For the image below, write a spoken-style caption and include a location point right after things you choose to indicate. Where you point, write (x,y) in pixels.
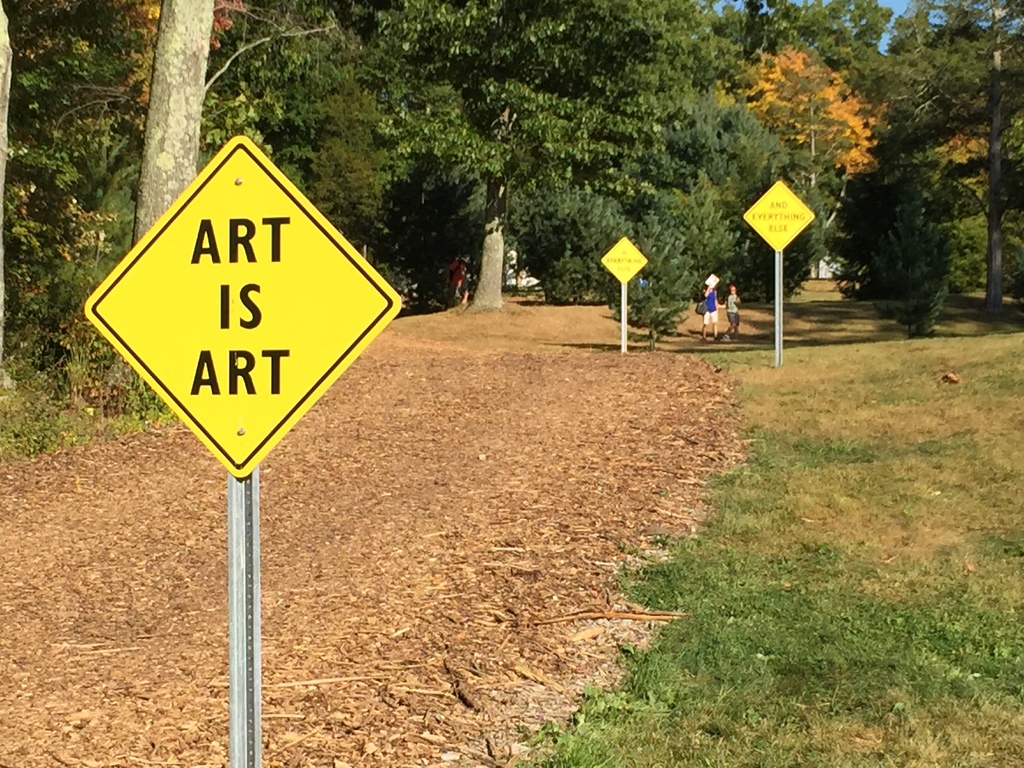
In this image in front (882,560) there are boards (775,328) and we can see grass (772,572) on the surface (814,523). On the backside (716,317) there are two persons (733,308) on the surface (761,336) of the grass (699,343). In the background (742,294) there are trees (738,117) and sky (898,14).
